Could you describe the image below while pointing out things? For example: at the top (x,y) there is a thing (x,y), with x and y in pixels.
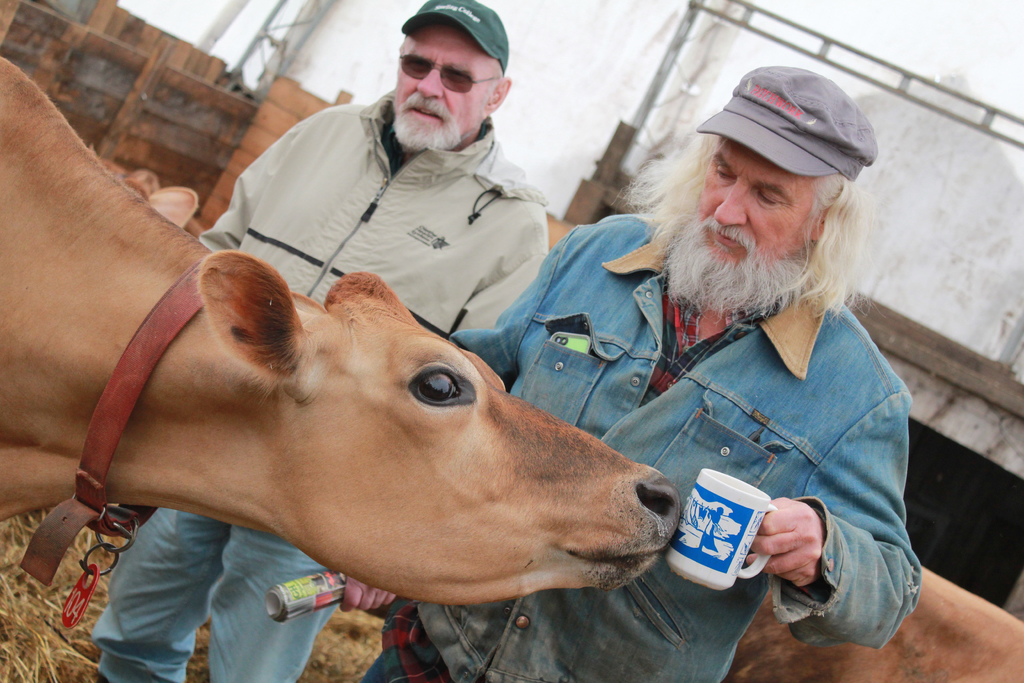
In this image there is an animal (199,292). Behind there are two people (699,335) standing on the land (96,658) having some grass (50,640). Right side (746,335) there is a person (718,465) holding a cup (705,493) in his hand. He is wearing a cap (756,103). Beside him there is a person (362,233) holding a paper (314,604). He is wearing goggles (434,61) and cap (458,5). There are animals (420,557) on the land (318,640). Background (921,376) there is a wall (948,404).
